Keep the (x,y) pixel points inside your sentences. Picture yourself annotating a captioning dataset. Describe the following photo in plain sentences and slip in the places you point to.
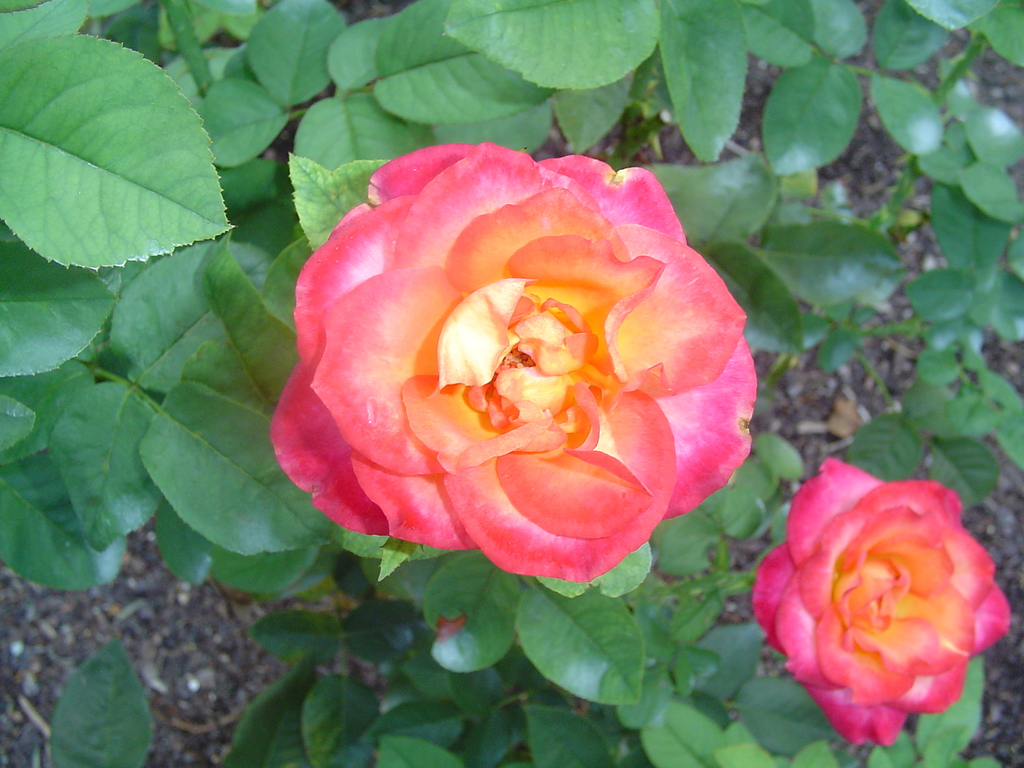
This image is taken outdoors. In this image there are a few plants (766,463) with leaves (163,322), flowers (889,622) and stems (348,91). In the middle of the image (555,395) there are two flowers (591,451). Those flowers (501,359) are pink in color.
